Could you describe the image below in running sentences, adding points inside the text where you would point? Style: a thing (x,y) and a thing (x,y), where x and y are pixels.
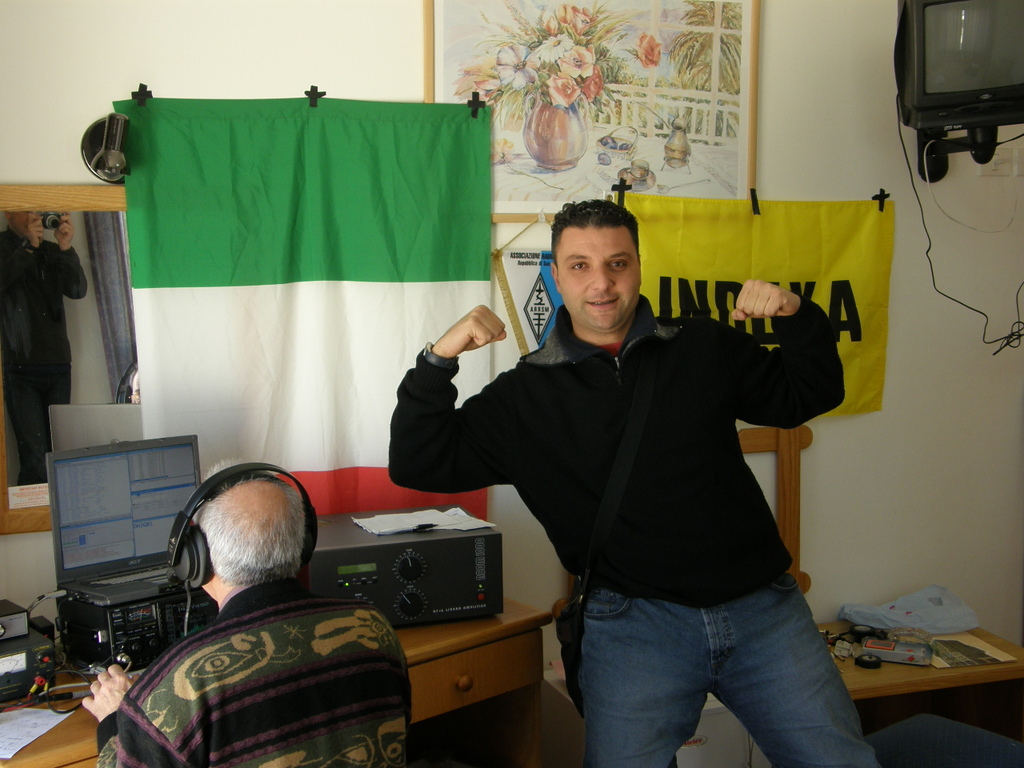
Picture (452,25), mirror (86,351), flag (321,357), banner (800,275) and television (927,33) is on the wall (889,43). On these tables (939,670) there is a laptop (163,587), plastic cover (947,619), papers (428,510), devices (376,581) and things (870,657). This man (359,646) is sitting on a chair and wearing headset (194,511). This man (690,534) is standing and wearing bag (574,580). In this mirror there is a reflection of a person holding a camera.
